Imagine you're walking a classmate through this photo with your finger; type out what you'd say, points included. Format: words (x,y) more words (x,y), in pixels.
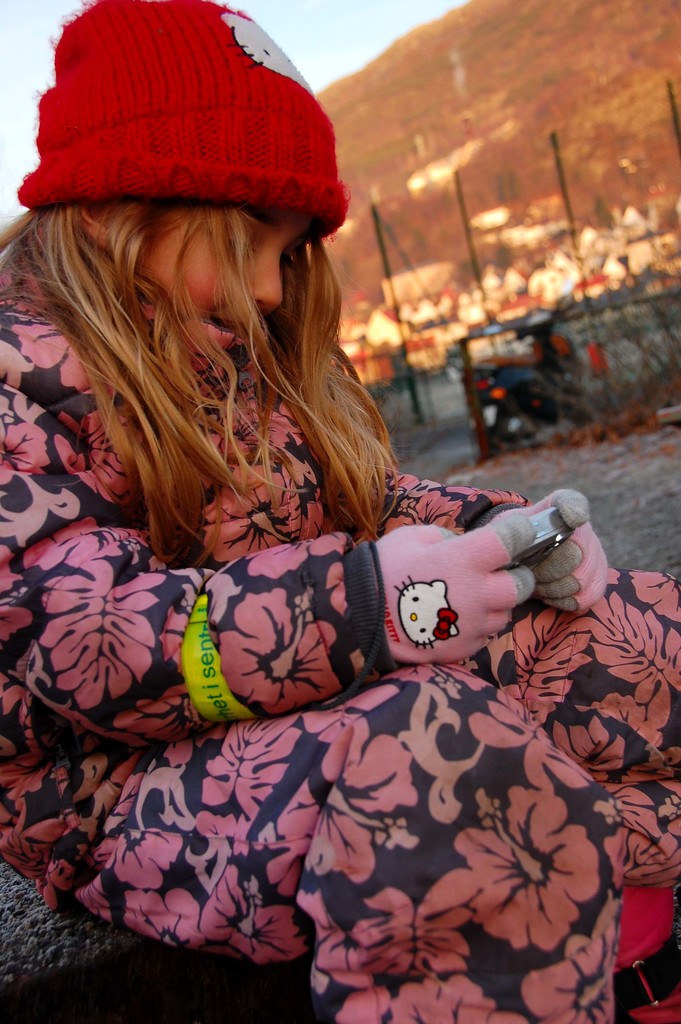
In this image we can see a girl (151,264) with a red cap (227,105) sitting and holding the object (533,523). In the background (438,197) we can see the hill (426,67) and also poles (394,287) and a fence (620,345). Ground (626,450) is also visible. We can also see the sky (315,38).
